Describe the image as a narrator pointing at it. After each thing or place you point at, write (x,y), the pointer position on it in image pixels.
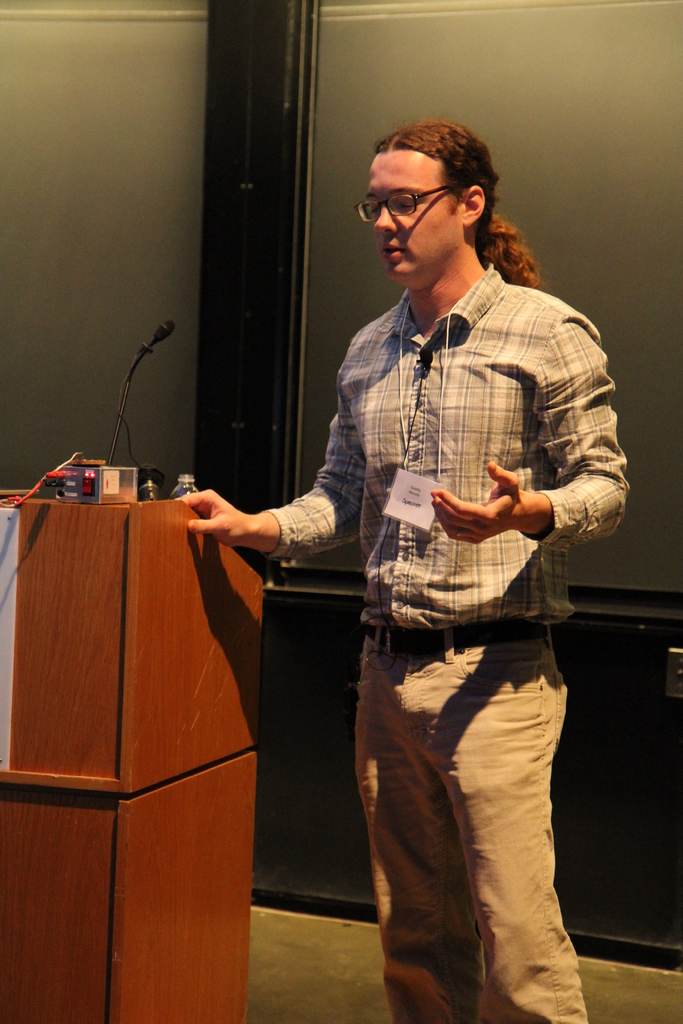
On the left side of the image (124,720) there is a podium (76,670) with mic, bottle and some other things (86,494). Beside the podium (164,511) there is a man (411,311) with spectacles (413,202) and he is standing. Behind him there is a board (623,305).
